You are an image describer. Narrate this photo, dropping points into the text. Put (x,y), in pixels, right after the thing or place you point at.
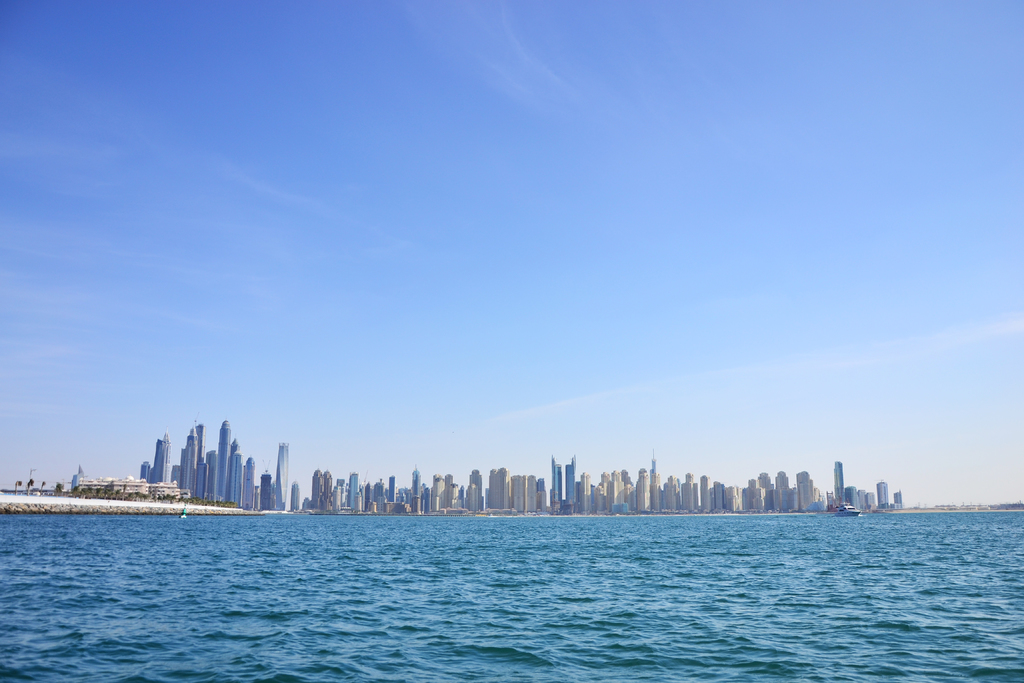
In this image we can see some water (686,632) and in the background of the image (569,503) there are some buildings (436,488) and clear sky (440,305).
